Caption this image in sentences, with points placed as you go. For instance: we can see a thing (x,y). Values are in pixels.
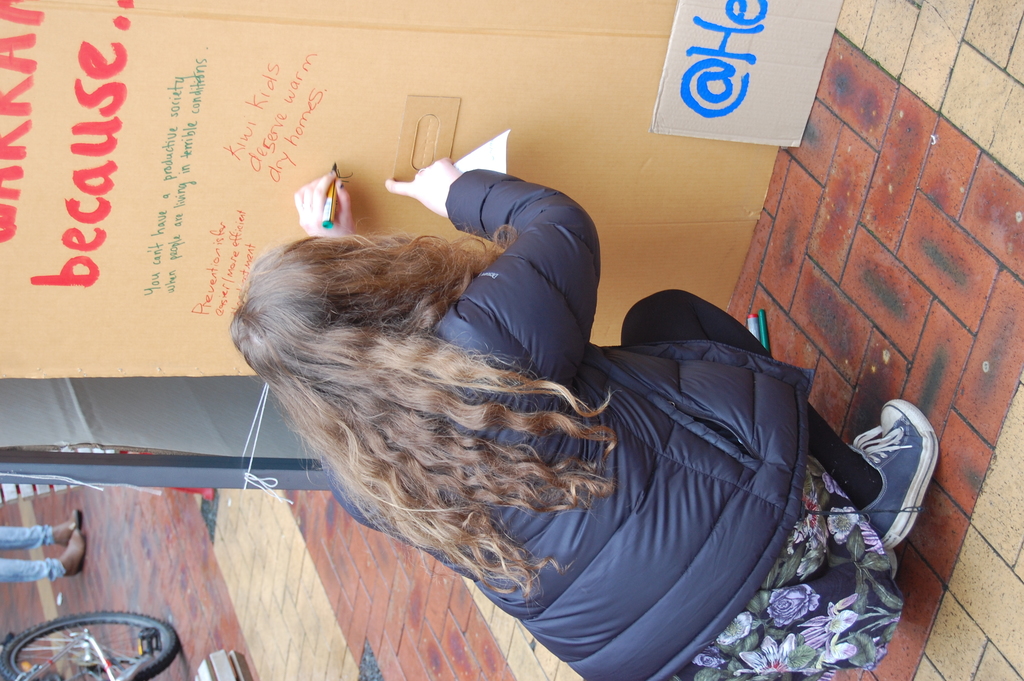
In this image we can see a woman (716,481) wearing a dress (812,492) is crouching on the floor (906,392) holding a pen (328,196) in her hand (332,176). In the background (10,564), we can see a person (22,570) standing and a bicycle (105,657) placed on the floor (127,581) and a cardboard (328,116) with some text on it.
